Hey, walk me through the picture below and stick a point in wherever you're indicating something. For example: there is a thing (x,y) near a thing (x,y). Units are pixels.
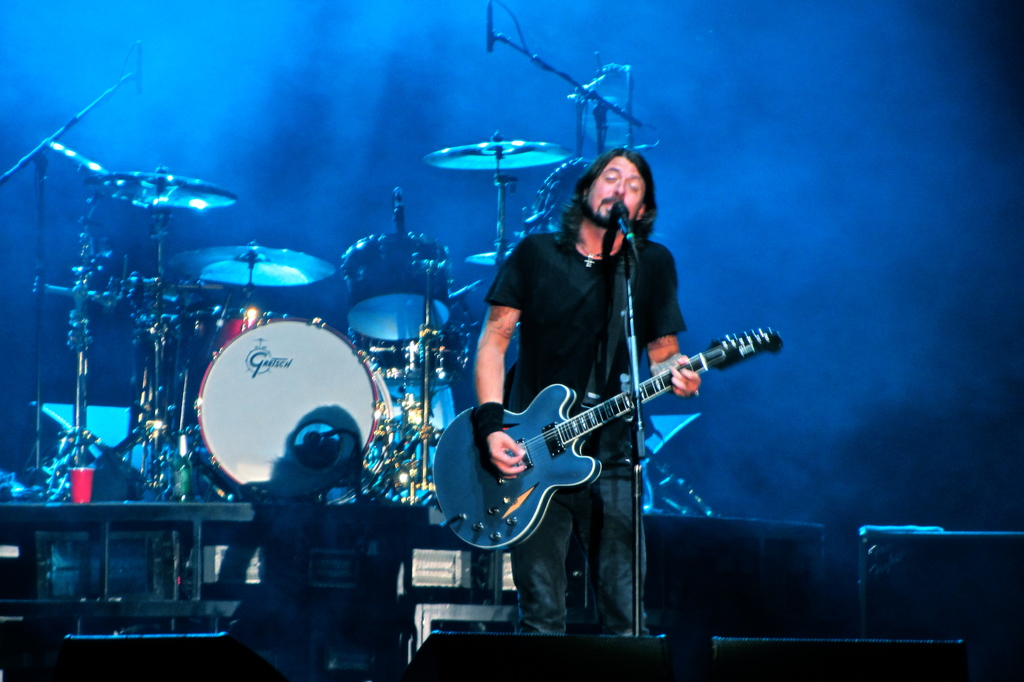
In the picture we can see a man (562,354) standing and singing a song near the microphone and holding a guitar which is blue in color, a man (486,344) is wearing a black T-shirt (547,350), in the background (200,210) we can see a orchestra systems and a blue shade (806,318) with smoke (724,162).
